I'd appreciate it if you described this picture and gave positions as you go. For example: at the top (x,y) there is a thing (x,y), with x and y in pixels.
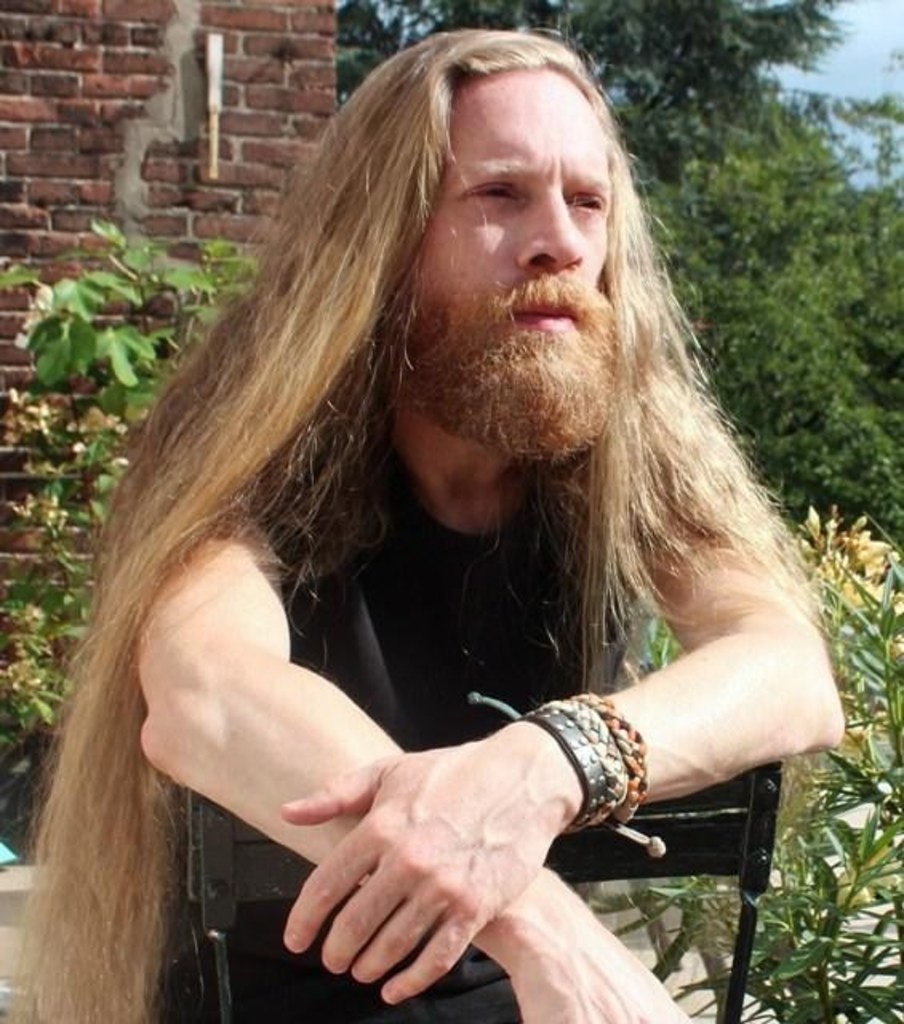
In this picture, we can see a person (564,799) sitting on a chair (583,849), we can see the wall (38,72), plants (568,40), and the sky (898,146).
